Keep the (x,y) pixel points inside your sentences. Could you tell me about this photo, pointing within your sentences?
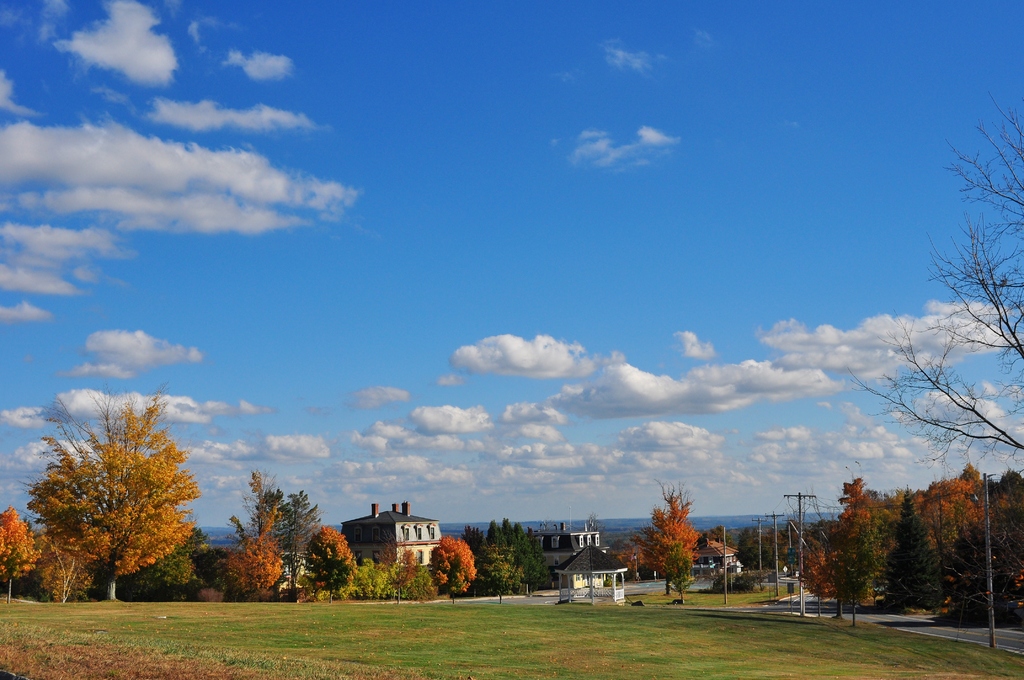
At the bottom of the image (516,586) there is grass (978,677) and poles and trees (87,587) and buildings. At the top of the image (3,205) there are some clouds (7,282) and sky (21,7).
